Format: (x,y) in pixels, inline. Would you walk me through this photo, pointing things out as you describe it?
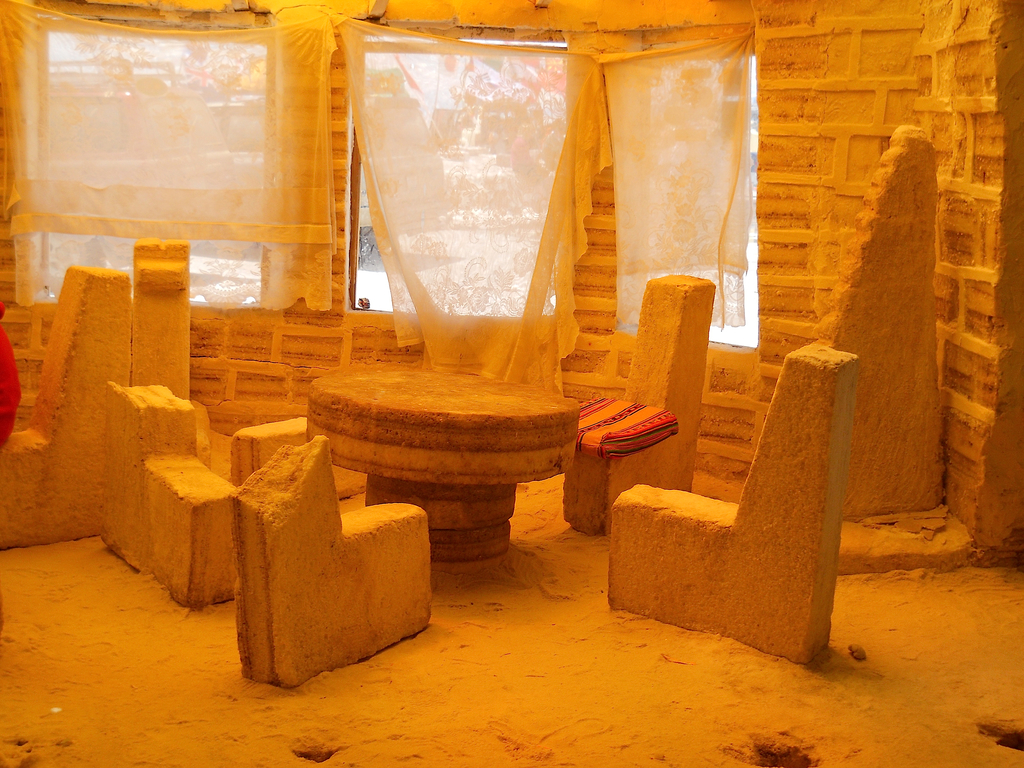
In this picture I can observe table (423,449). There are some stones (278,424) which are carved into chairs (693,536). I can observe curtains (313,172) and windows (752,205). In the background (606,222) there are walls (347,104).
